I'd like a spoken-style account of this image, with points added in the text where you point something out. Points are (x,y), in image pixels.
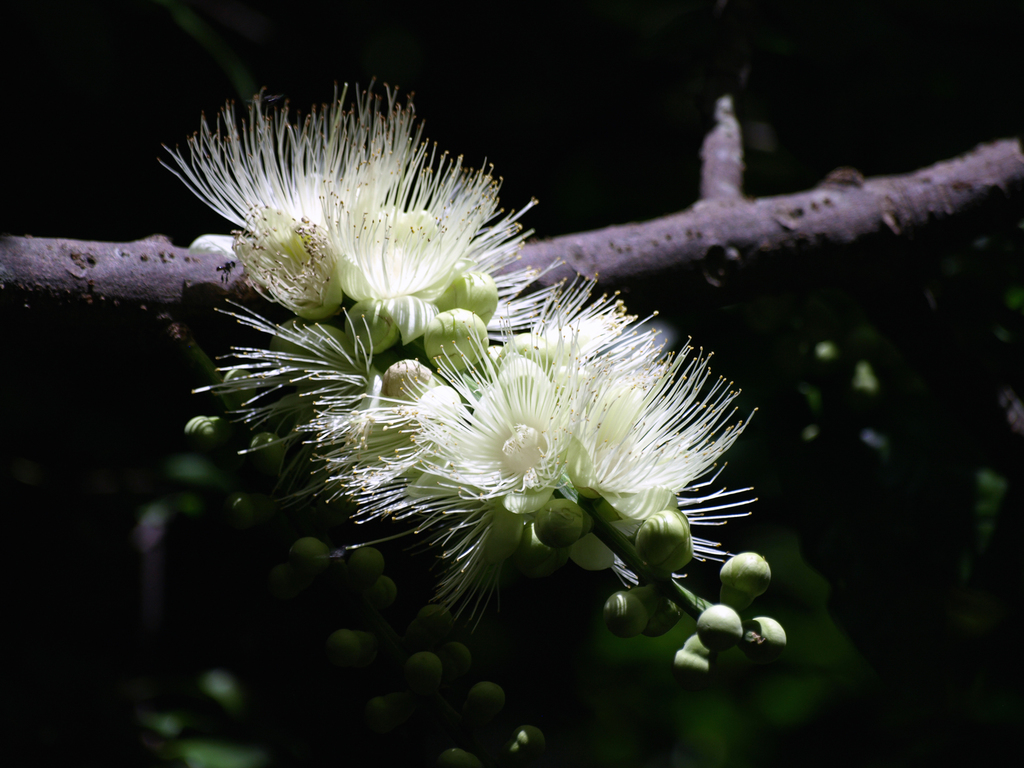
In the foreground of this picture (549,393) we can see the flowers like objects (502,428) and we can see some objects (537,570) which seems to be the fruits (620,634). In the background (24,263) we can see the branch (169,248) and some other objects (221,61).
